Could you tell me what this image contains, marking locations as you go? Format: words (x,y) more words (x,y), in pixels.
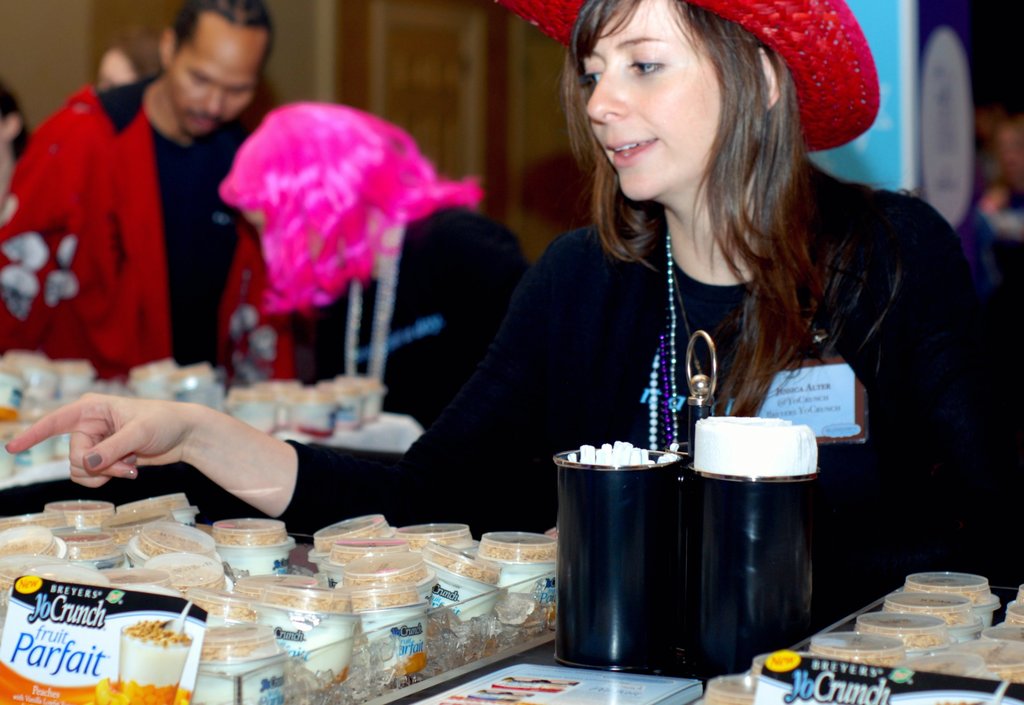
Here we can see three persons (520,405). There are boxes (287,659), food packet (19,665), tissue papers (759,432), and cups (827,643). There is a blur background (484,100).
